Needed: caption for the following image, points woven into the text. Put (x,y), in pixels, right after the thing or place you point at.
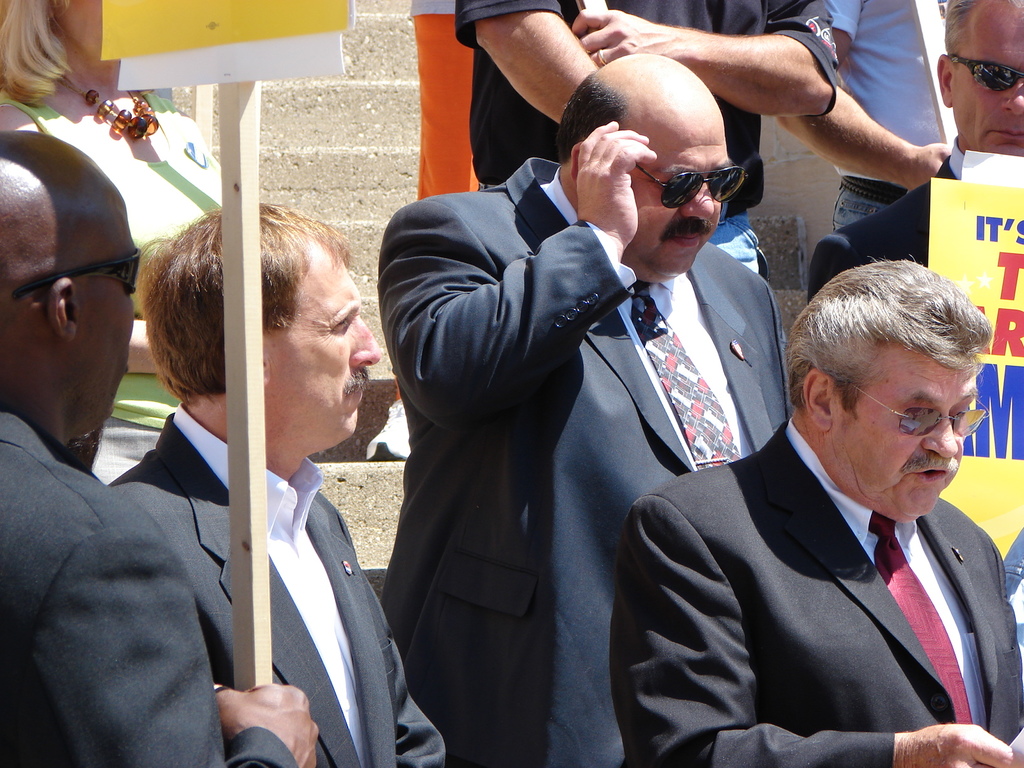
There are people (965,50) and this person (192,615) holding a stick (253,552) with board (237,73). On the right side of the image (978,273) this man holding a board (978,273). In the background (388,122) we can see steps (388,97).
